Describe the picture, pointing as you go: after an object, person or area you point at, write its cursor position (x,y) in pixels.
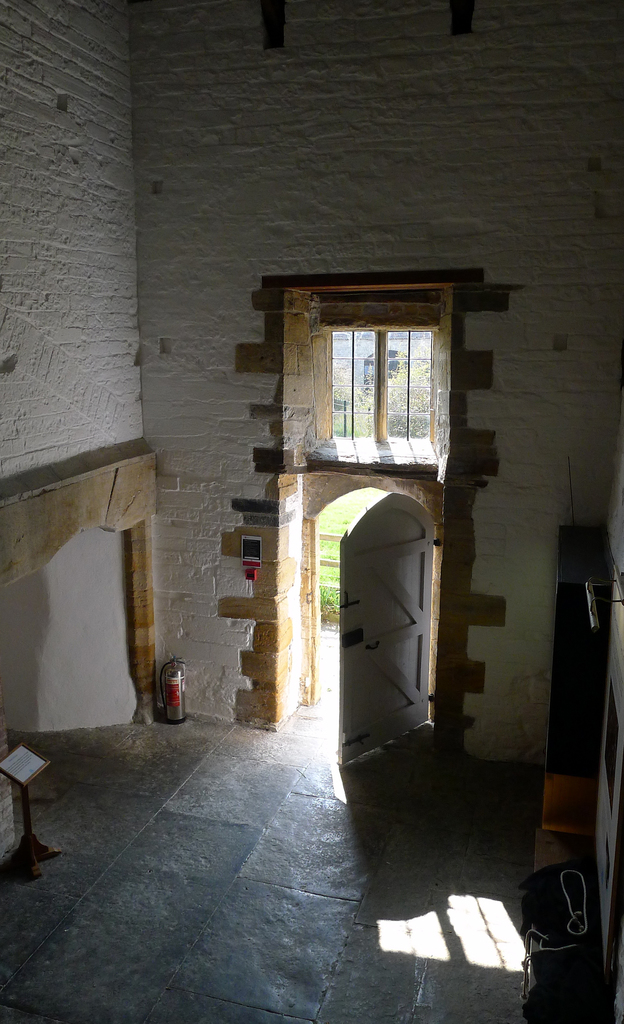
In this image we can see the house (253,695) with open door (355,583). And on the left (17,773) we can see the board (26,752) on the stand (36,757). And on the right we can see cupboard (559,693). And in the bottom right hand corner (532,990) we can see the bag (559,883). And we can see sunlight (435,930). And we can see one object (174,660) beside the door (365,570).
